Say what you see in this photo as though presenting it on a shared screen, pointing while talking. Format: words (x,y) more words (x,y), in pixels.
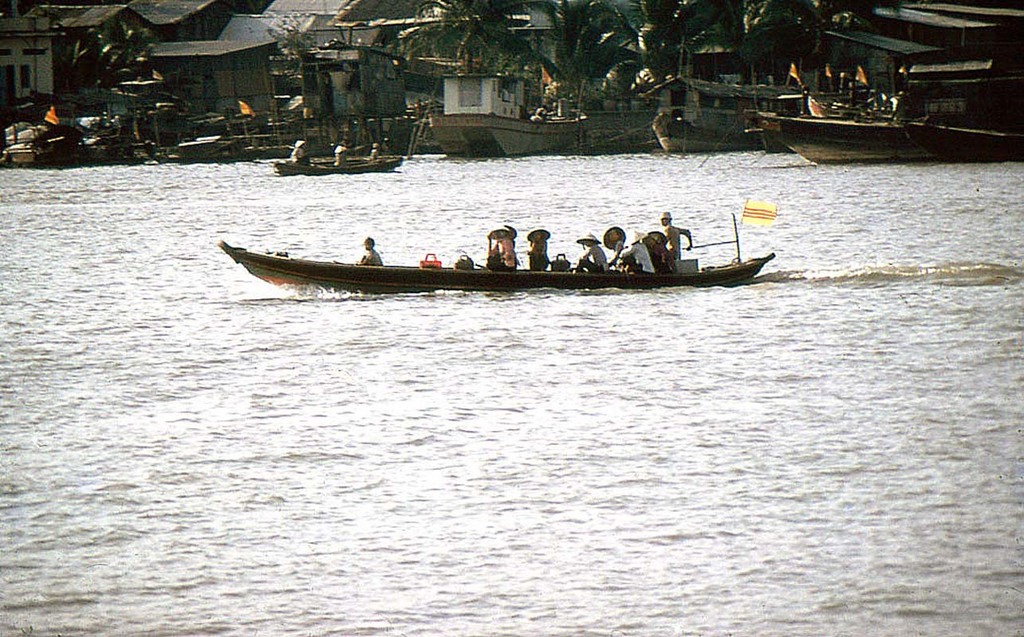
In this image we can see boats (442,287) on the water (538,385). In the background (215,110) there are trees (131,64) and sheds (376,43).
